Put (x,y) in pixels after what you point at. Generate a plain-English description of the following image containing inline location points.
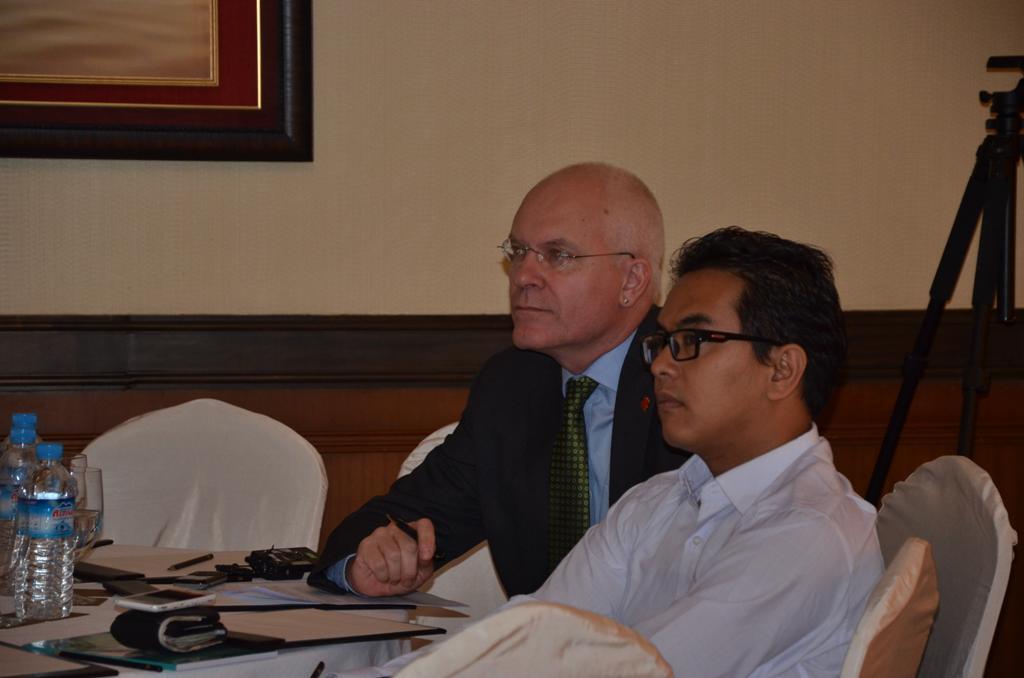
This picture is clicked inside. On the right (779,325) we can see the two persons (594,336) sitting on the chairs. On the left (150,557) there is a table (200,675) on the top of which mobile phone (175,604), wallet (198,622), books (164,657), water bottles (48,492), glasses (104,504) and some other items (286,556) are placed. On the right corner (978,169) there is a black color metal stand (980,207). In the background (234,451) we can see the chair (213,429) and we can see the picture frame (281,75) hanging on the wall (409,137).
